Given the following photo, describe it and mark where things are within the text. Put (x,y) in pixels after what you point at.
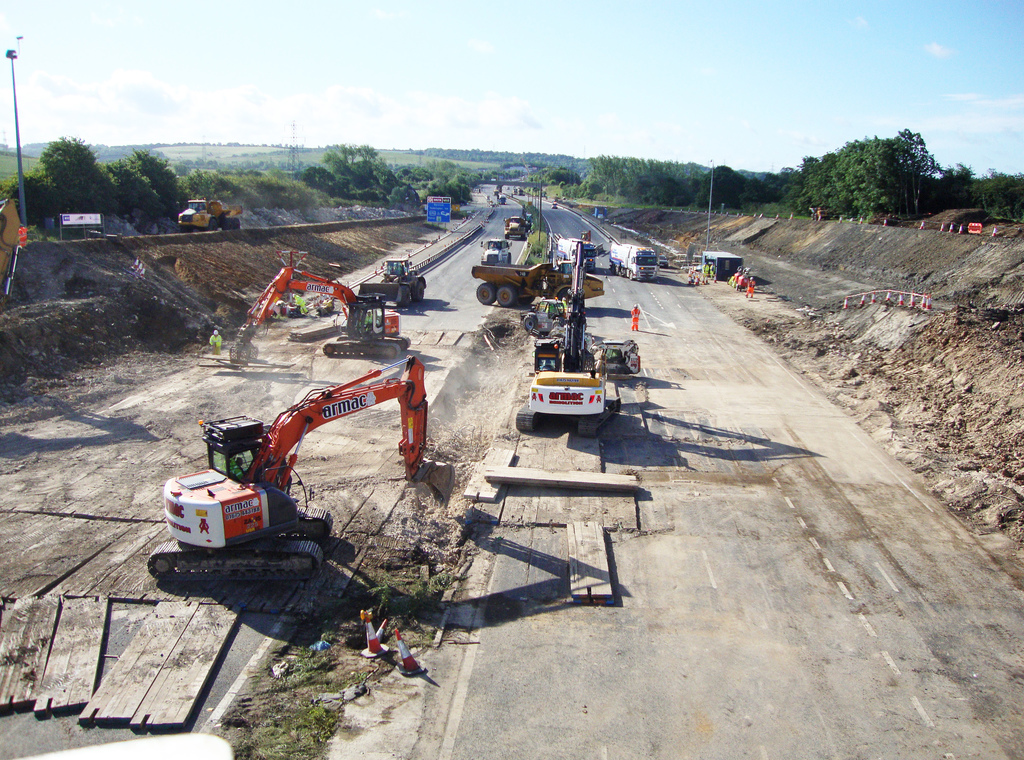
In this picture I can observe some cranes (373,341) and lorries (499,273) on the road (451,347). There are some trees (368,188) and plants (35,211) on either sides of this road (480,240). In the background (331,84) there is a sky (410,72).
